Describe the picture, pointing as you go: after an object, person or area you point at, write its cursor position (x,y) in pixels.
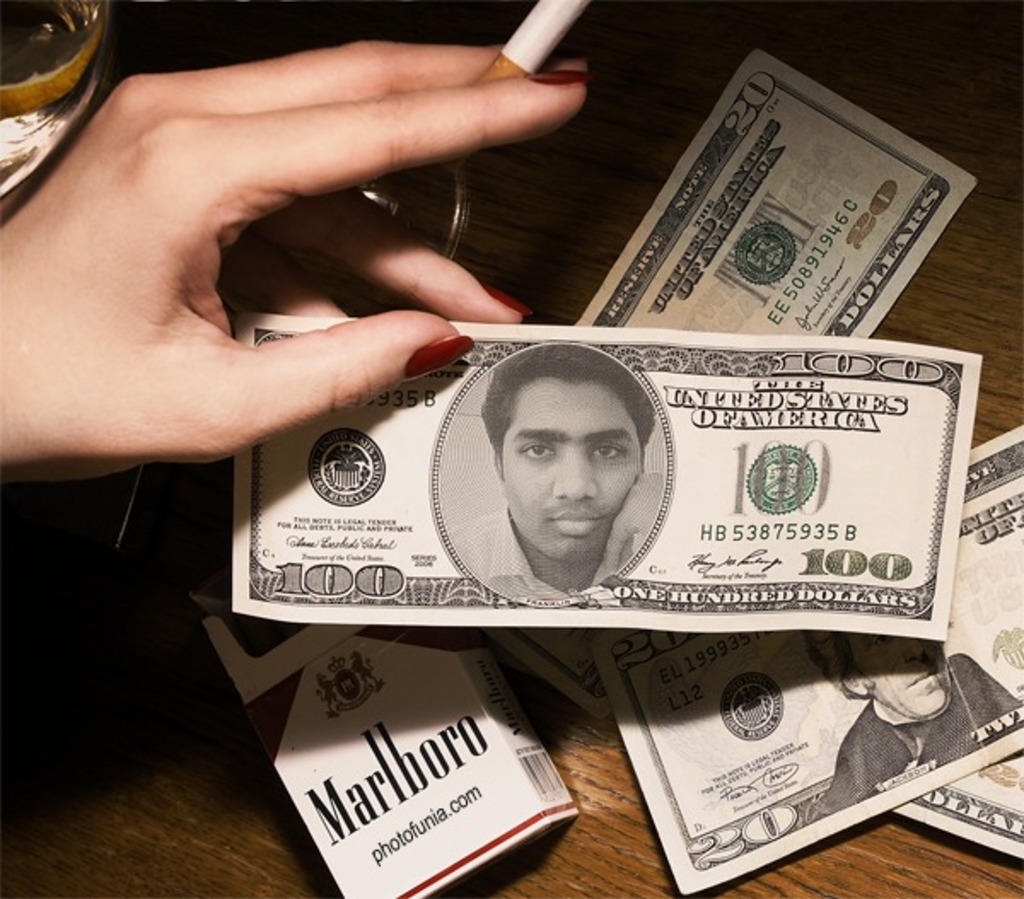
In the image there are dollar notes (704,863), cigarette pack (527,825) on a table (936,857) and a lady (100,252) holding cigarette (537,44) and a note (320,484).
